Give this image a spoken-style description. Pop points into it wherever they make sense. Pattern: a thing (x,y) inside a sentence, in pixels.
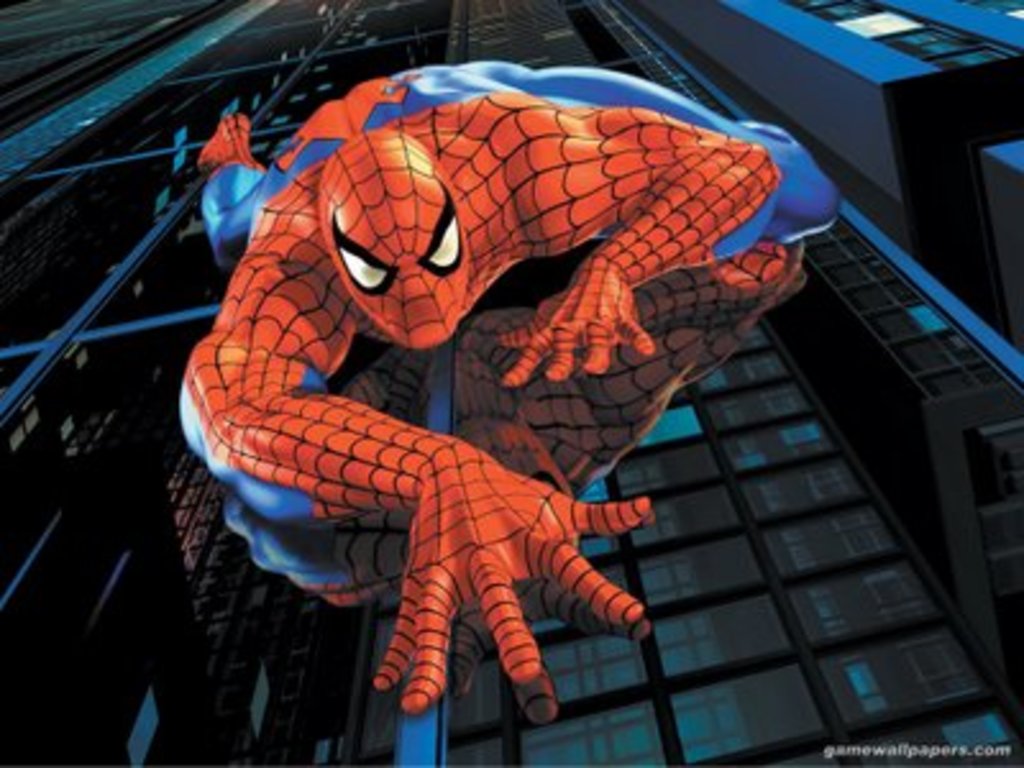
In the picture I can see a person (325,390) in the spider man costume (330,468) and the person (336,128) is on the glass windows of the building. It is looking like another building (824,72) on the top right side of the picture (911,84).
